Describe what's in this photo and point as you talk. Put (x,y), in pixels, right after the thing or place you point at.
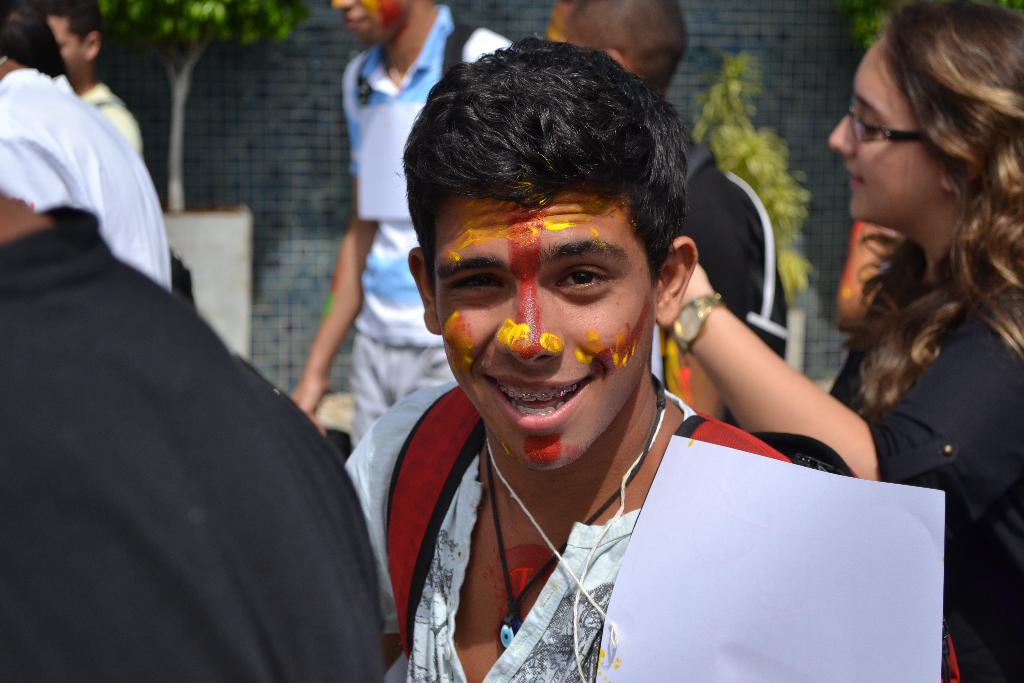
In this picture, we can see a few people (640,337), and we can see some object (791,527) in the bottom side of the picture (768,548), and in the background (800,90) we can see the wall (105,54) and some plants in pot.
